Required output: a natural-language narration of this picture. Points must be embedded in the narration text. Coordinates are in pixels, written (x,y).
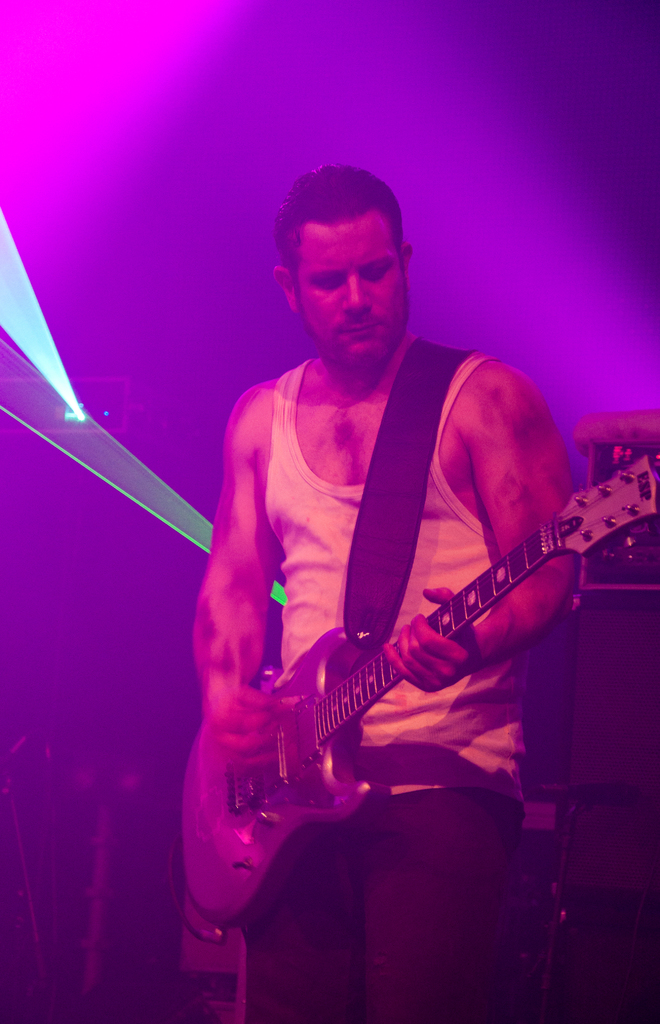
In this picture there is a man (474,716) who is wearing t-shirt (474,725) and trouser (427,808). He is playing a guitar (343,699). He is standing on the stage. Besides him there is a speaker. On the left (18,399) there is a focus light (37,414).
